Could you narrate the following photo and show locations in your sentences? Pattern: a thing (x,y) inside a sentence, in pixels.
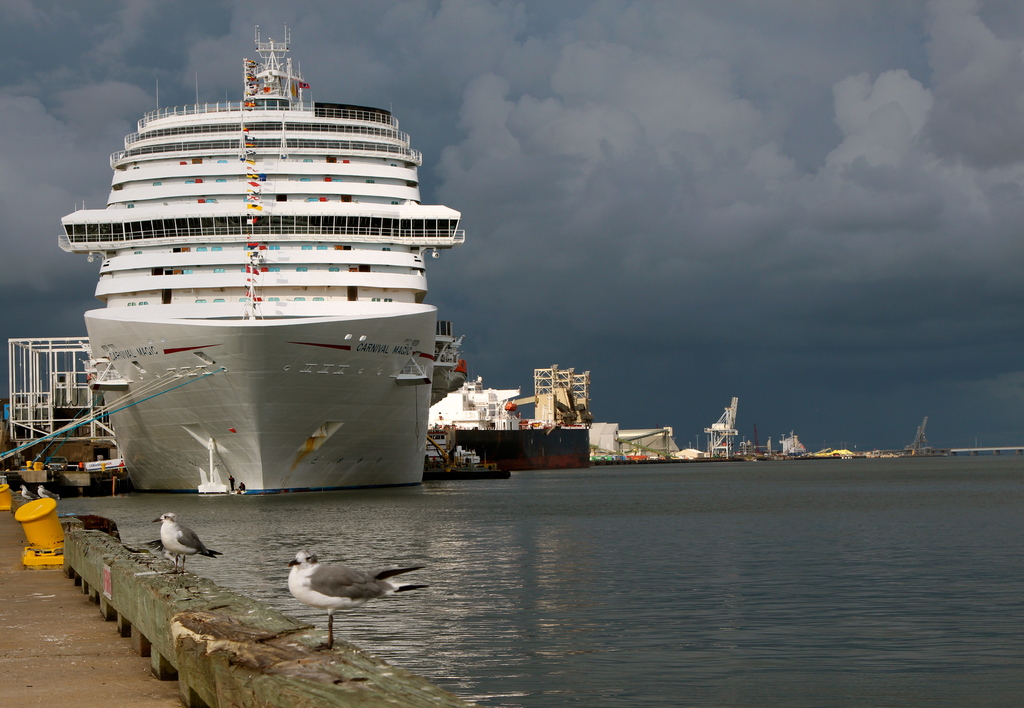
At the bottom of the image (486,643) there is a river (558,664) and we can see ships (358,408) on the river (215,509). We can see birds (165,542). In the background (115,115) there is sky (413,135).
